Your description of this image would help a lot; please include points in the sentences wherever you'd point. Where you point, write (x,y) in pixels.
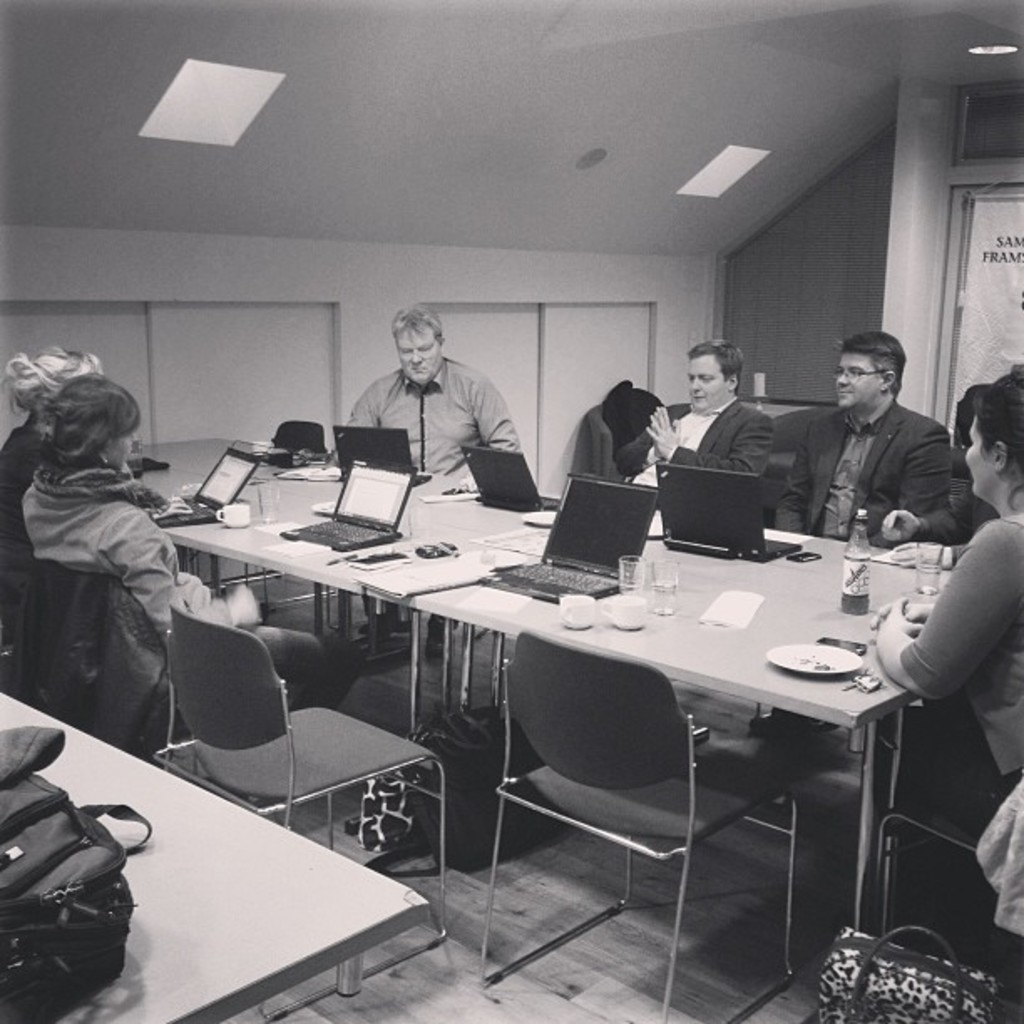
In this picture there are six members (709,456) sitting on the chair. There is a laptop (362,526), cup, saucer (817,662), glass (628,571), bottle (857,565) on the table (831,604). The bag (479,818) is on the table (246,897) and on the floor (553,885). On the top (991,47) there is light (989,50).
